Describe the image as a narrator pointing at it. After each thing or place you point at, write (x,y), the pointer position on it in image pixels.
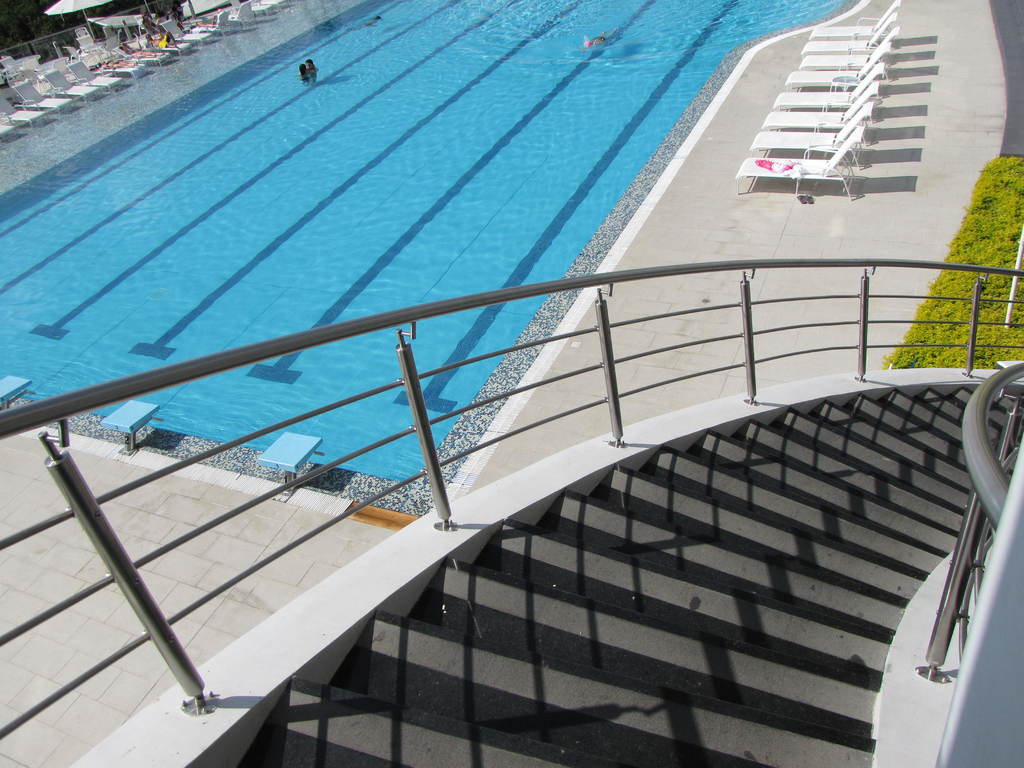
In this picture i can see the people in the swimming pool (470,77). Beside that i can see many benches (870,46). At the bottom (860,724) i can see stairs (554,583) and railing (971,365). On the right (974,199) there are plant (1005,163). In the top left corner (61,6) there is an umbrella (94,6), beside that i can see the trees (45,34) and fencing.
